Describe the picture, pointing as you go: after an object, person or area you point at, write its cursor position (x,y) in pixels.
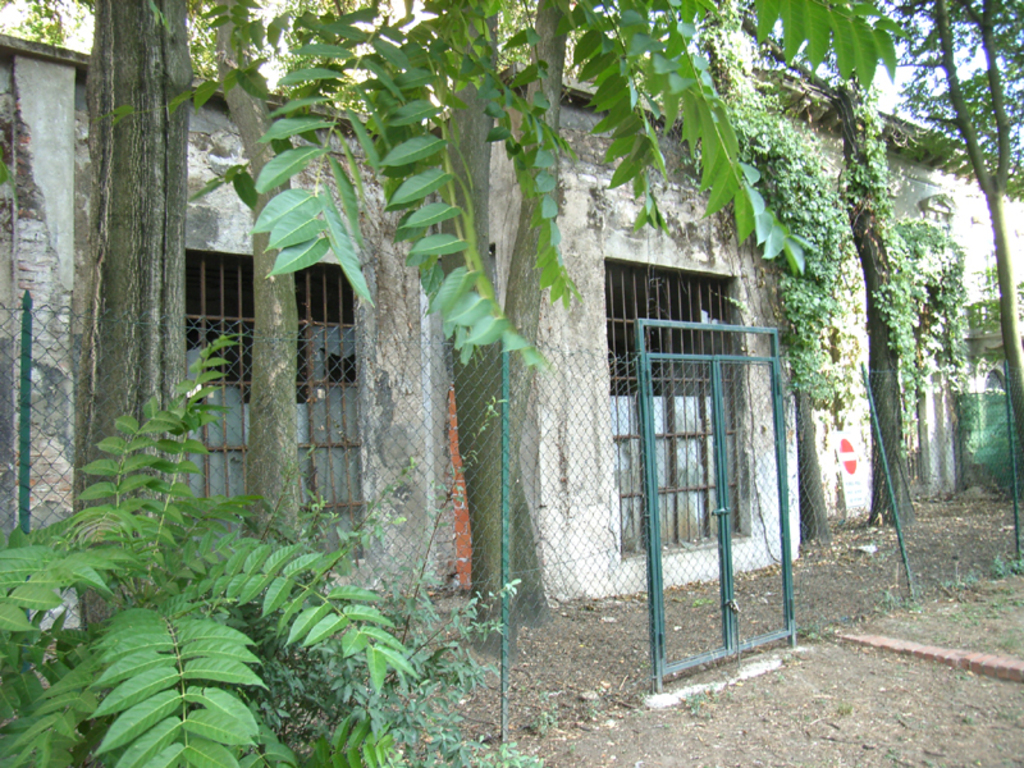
In the image I can see an old house (236,485) with a broken glass window (329,363). I can see the trunk (137,338) of a tree (180,311) on the left side (170,326). I can see the metal gate (651,468) and metal fence (516,466). There is a plant (113,695) on the bottom left side (140,540).
